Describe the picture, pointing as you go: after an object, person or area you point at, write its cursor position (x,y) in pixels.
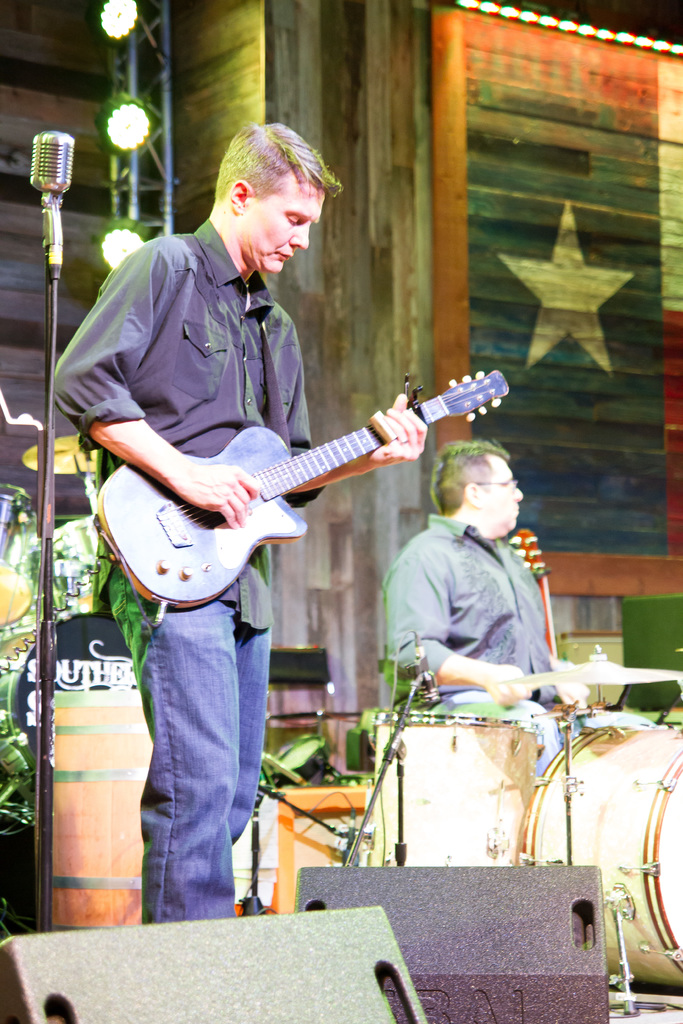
In this image I can see two people (467,576). One person (242,489) is playing guitar (263,513) and another one is playing drum set (500,792). In front of them there is a mic (42,503). At the back (356,107) there is a building (344,69) and the lights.
